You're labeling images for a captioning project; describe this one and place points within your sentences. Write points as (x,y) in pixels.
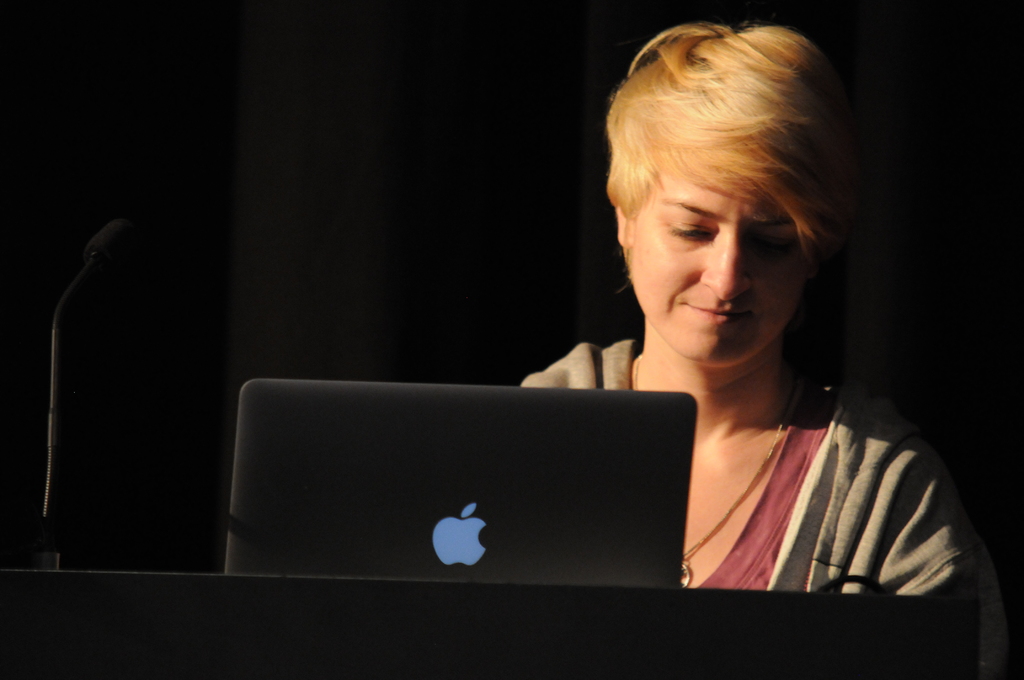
There is a person (787,365), in front of this person (782,473) we can see laptop (408,421) and microphone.
